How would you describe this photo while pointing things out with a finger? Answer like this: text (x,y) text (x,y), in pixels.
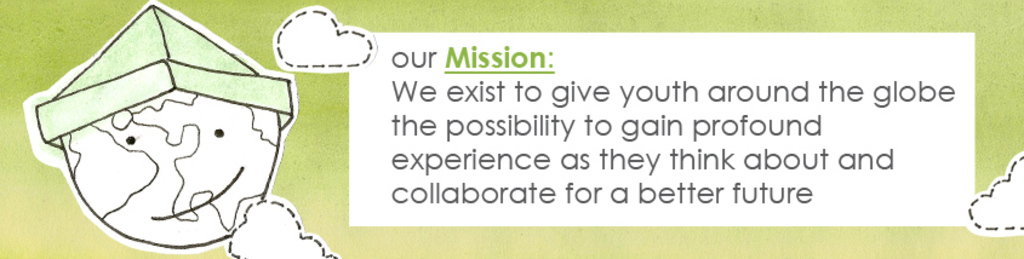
In the image in the center (610,119) we can see one poster (469,137). On the poster (416,179), it is written as "Our Mission".
